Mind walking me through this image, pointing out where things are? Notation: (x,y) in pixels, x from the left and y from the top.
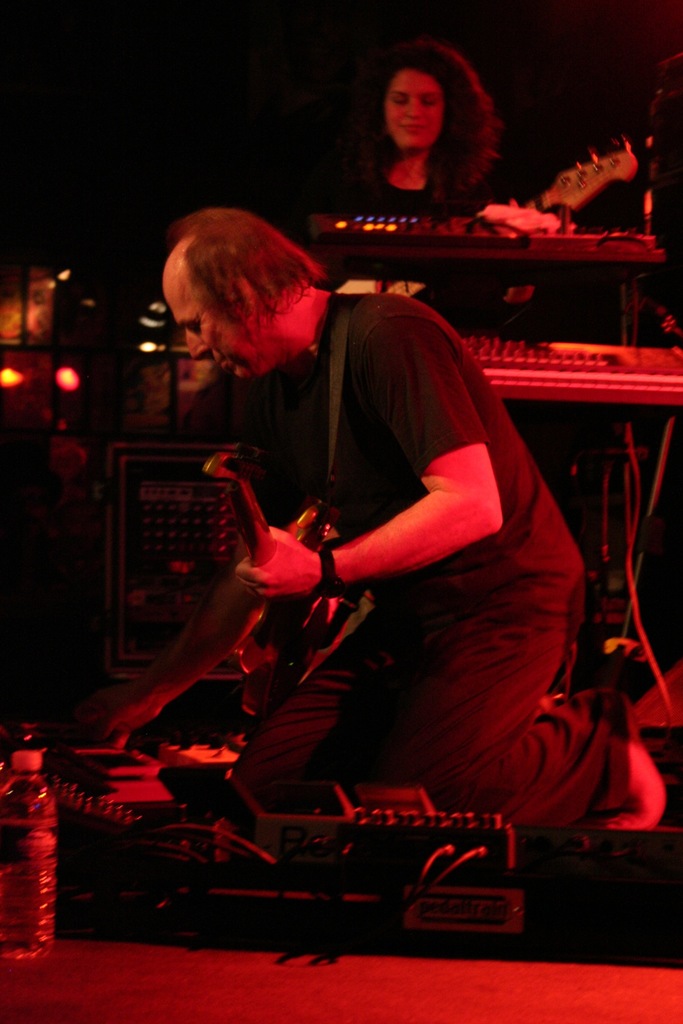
In the center of the image (278,427) there are people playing musical instruments (479,239). at the bottom of the image (31,760) there is a bottle (38,820) on the surface (212,968).
